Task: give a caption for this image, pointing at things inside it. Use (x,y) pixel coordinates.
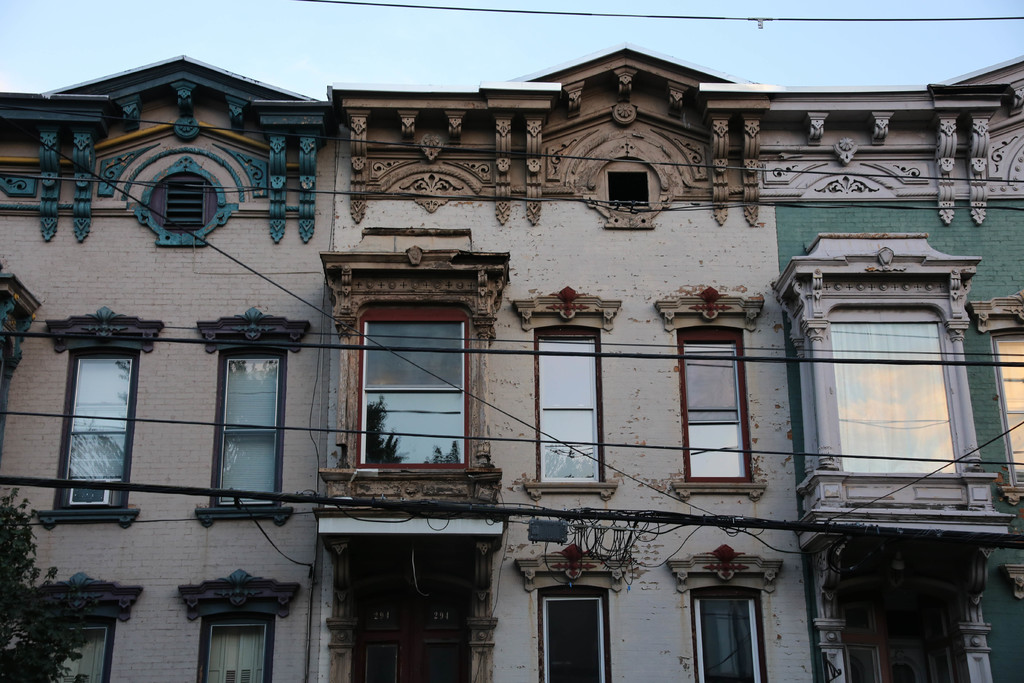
In the foreground of the picture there are cables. In the center of the picture (433,231) there are buildings (476,284), windows (727,378), door (395,626) and other objects (304,118).
